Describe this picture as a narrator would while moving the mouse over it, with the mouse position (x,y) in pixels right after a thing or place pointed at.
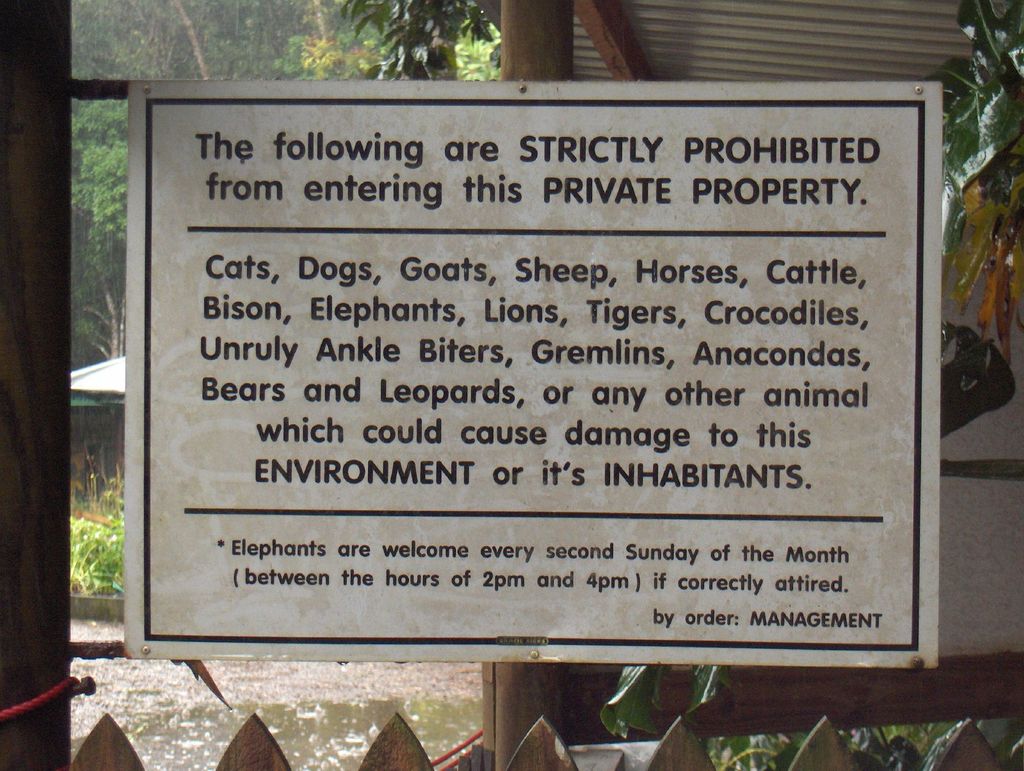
Here we can see a board (611,517) and poles (63,73). In the background (235,71) there are trees (415,9).
